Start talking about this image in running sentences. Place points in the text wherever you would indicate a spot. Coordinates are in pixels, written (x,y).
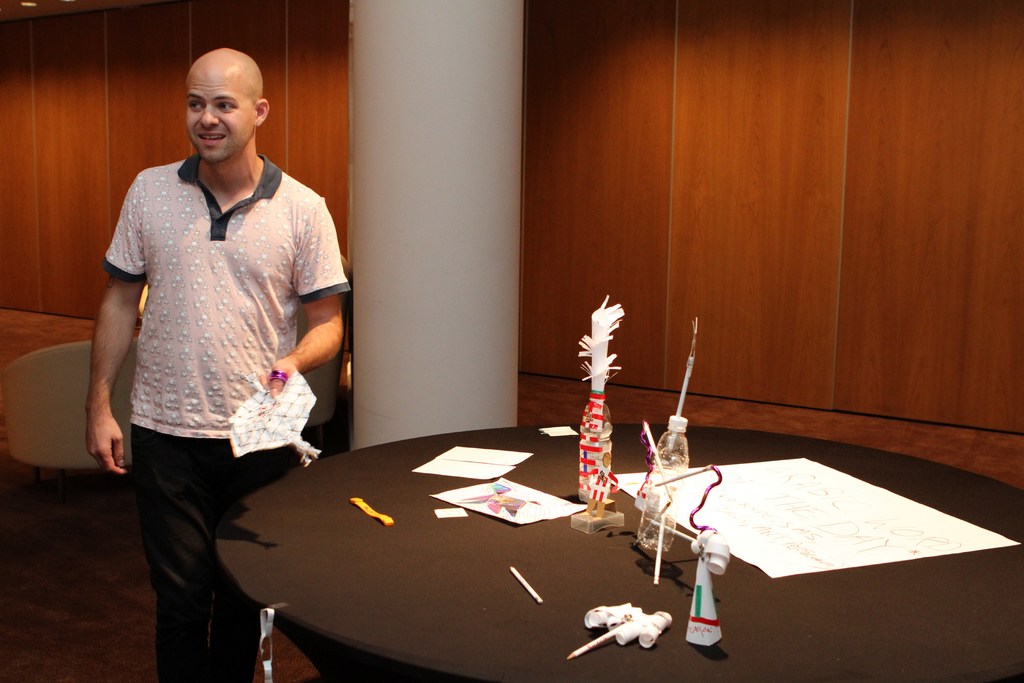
This picture is of inside the room (913,453). On the right (933,504) there is a table (497,620) on the top of which two bottles (607,422), pencils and some papers (809,527) are placed. On the left (264,159) there is a man (234,268) wearing t-shirt (220,359), holding a paper (265,423) and standing. In a background (63,385) we can see a chair (54,372), a wall (305,62) and a pillar (479,229).
